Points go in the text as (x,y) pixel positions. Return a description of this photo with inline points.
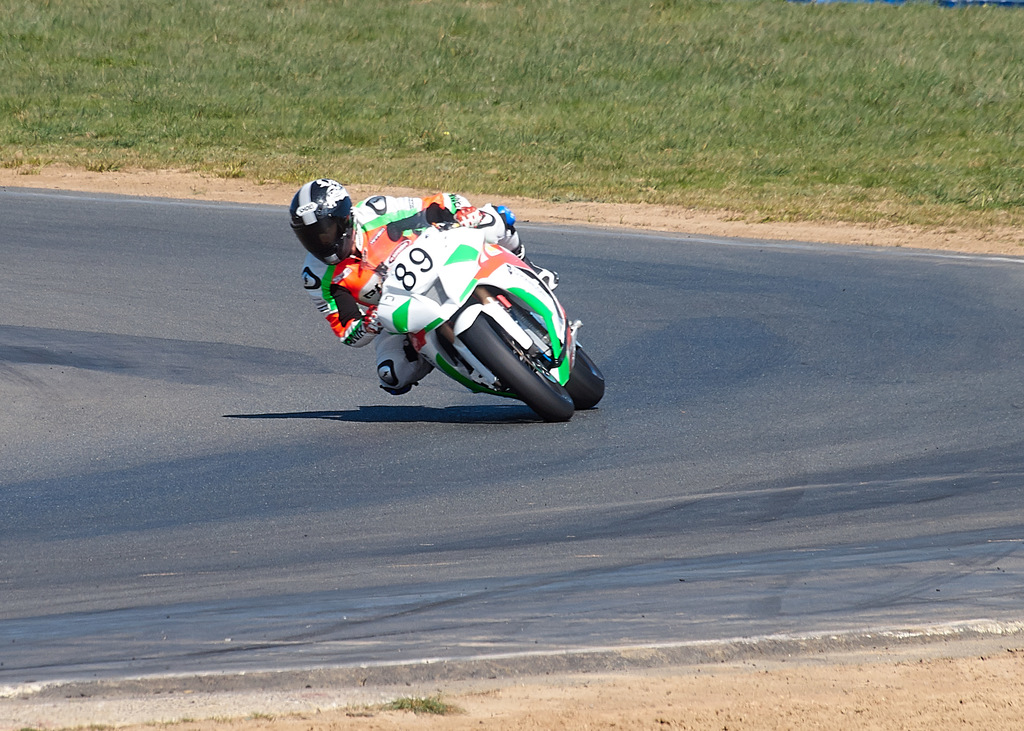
In the picture I can see a person (372,253) is riding on a bike (438,322). The person (356,262) is wearing a helmet (314,236) and a suit (378,285). In the background (527,117) I can see the grass (427,121).
